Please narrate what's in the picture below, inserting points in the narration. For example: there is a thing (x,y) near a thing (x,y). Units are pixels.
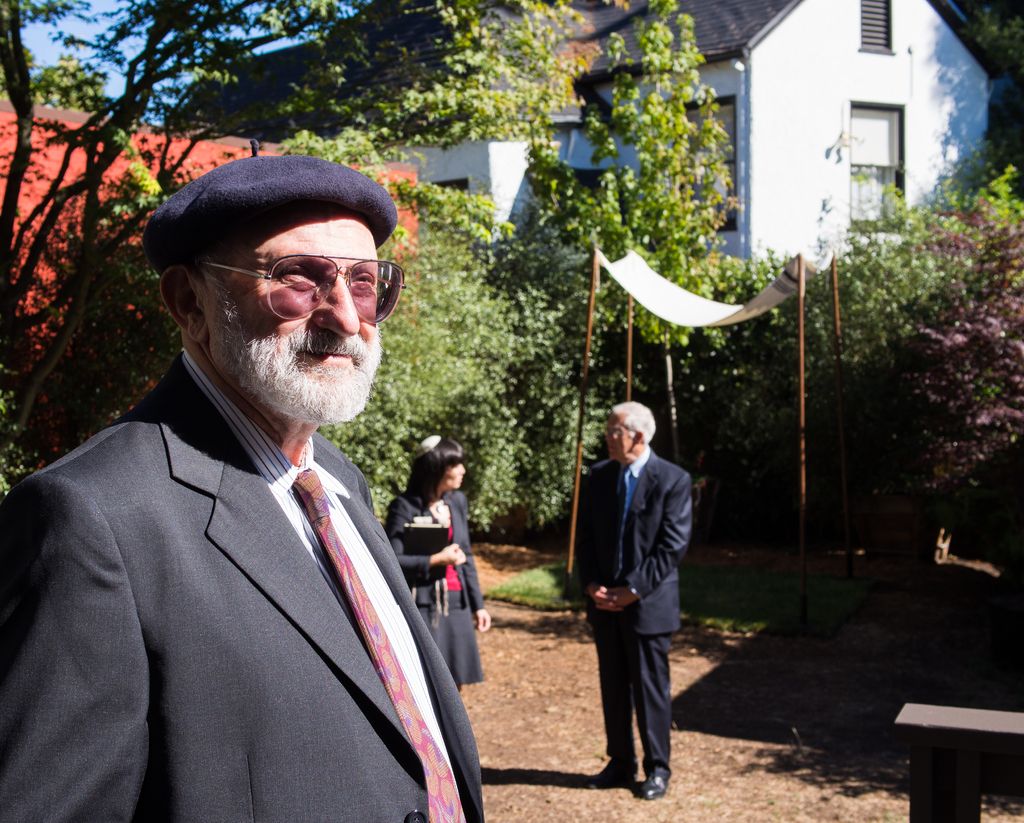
In this picture we can see two men (612,626) and a woman (448,582) holding an object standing on the path (492,565). There is a cloth (777,286) on the wooden poles (801,295). We can see plants (1014,365), trees (777,402), a building (622,64), other objects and the sky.
